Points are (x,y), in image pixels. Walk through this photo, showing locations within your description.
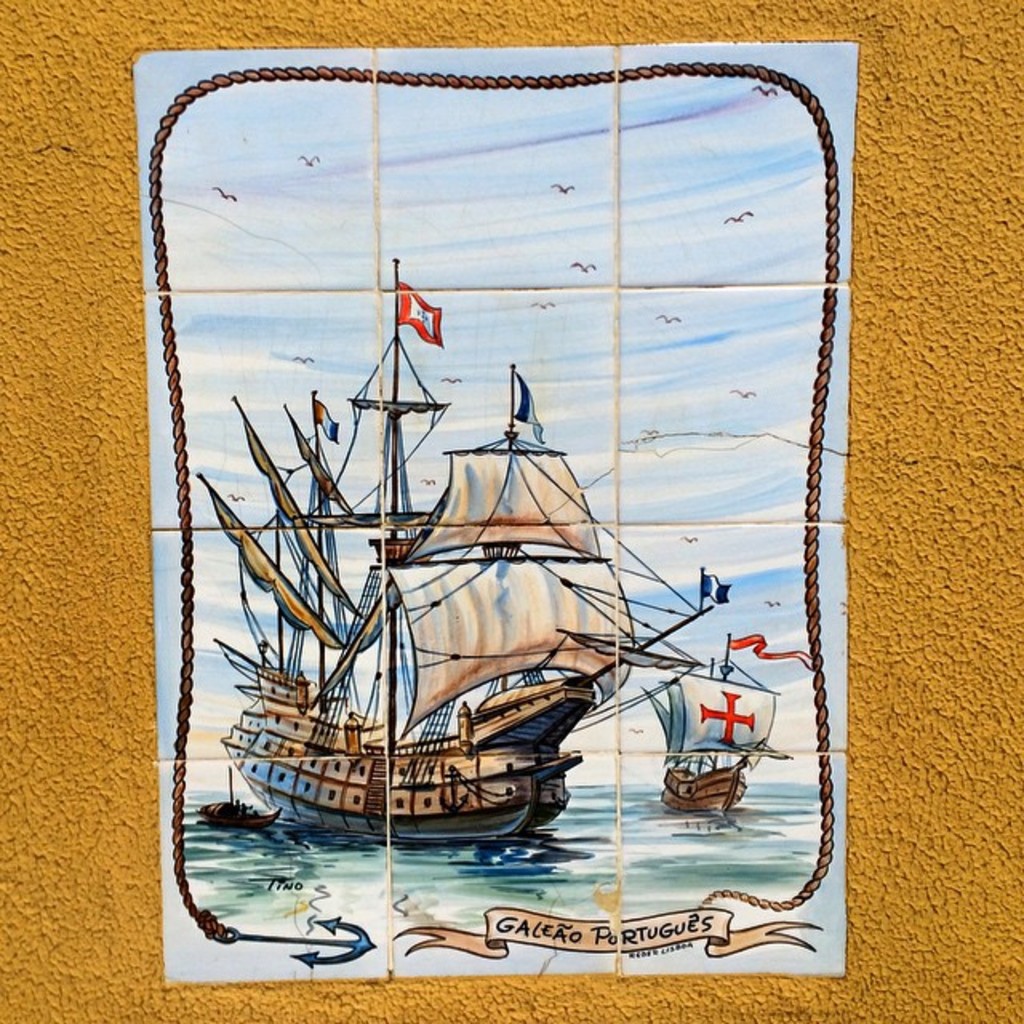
In this picture there is a ship poster (702,625) in the center of the image (658,400), which is placed on a wall (929,115).
